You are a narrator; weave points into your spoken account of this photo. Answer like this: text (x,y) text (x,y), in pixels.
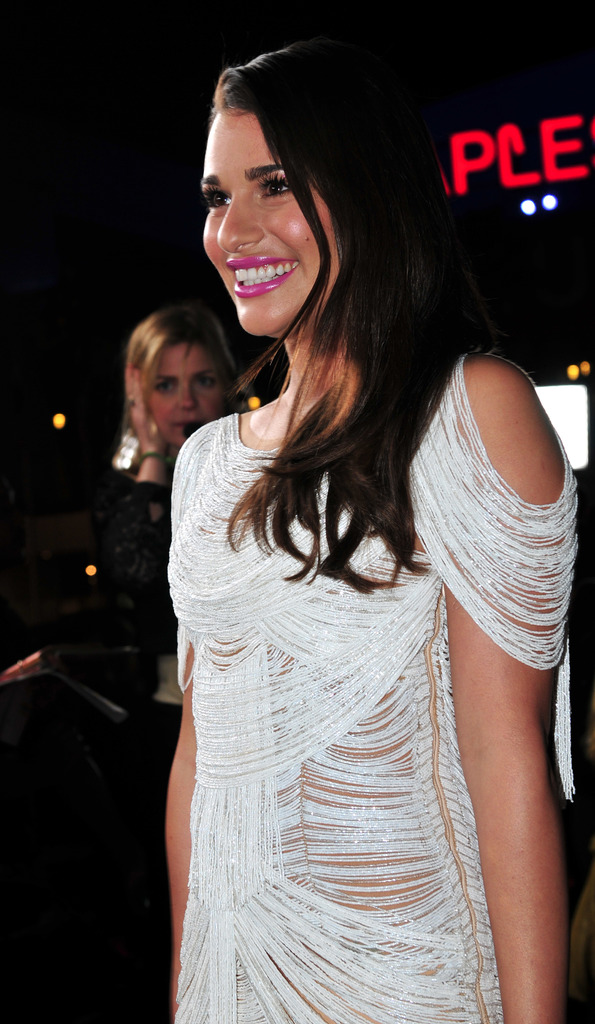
In the image there is a woman (289,284), she is wearing white dress (279,836) and she is smiling behind her there is another woman (119,525) and in the background (474,139) there is some name (571,122).
